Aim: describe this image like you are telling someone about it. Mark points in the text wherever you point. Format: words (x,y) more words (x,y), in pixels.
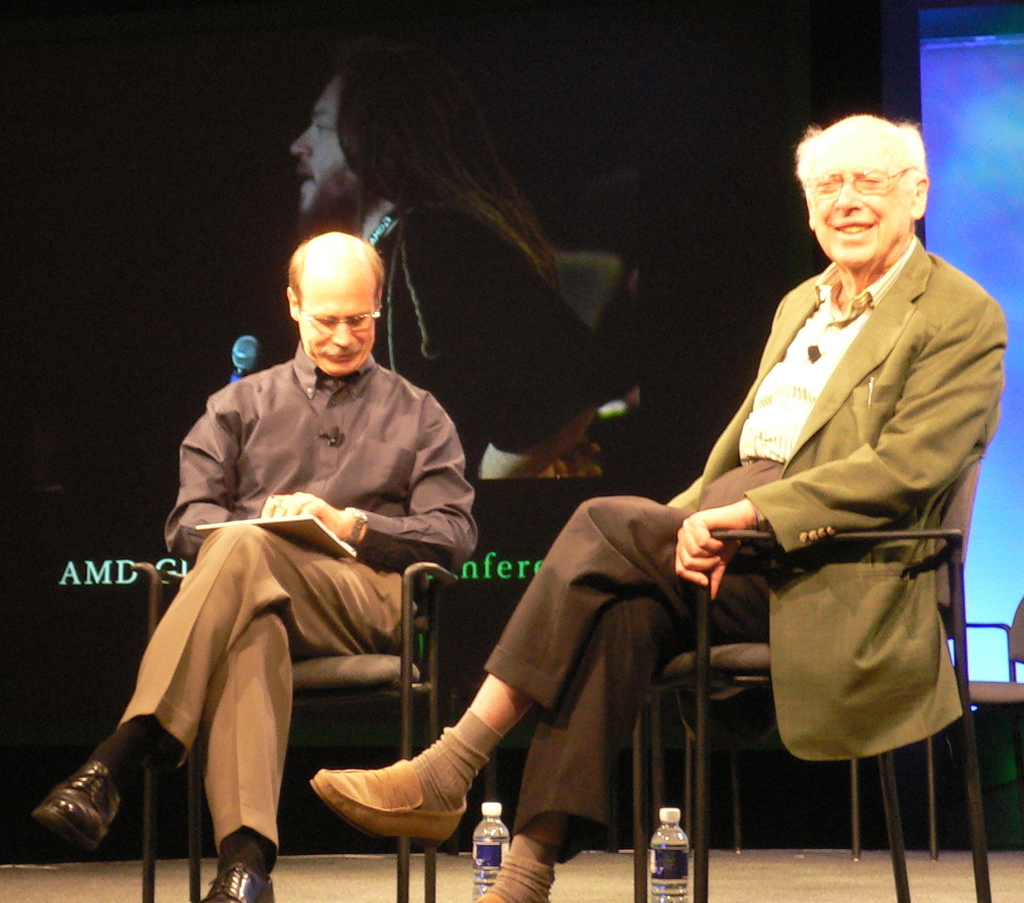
In this image I can see two people (558,571) sitting on the chairs (407,655). I can see the bottles (495,843) on the floor (768,867). In the background (539,173), I can see a picture (415,120) of a person (530,268).
